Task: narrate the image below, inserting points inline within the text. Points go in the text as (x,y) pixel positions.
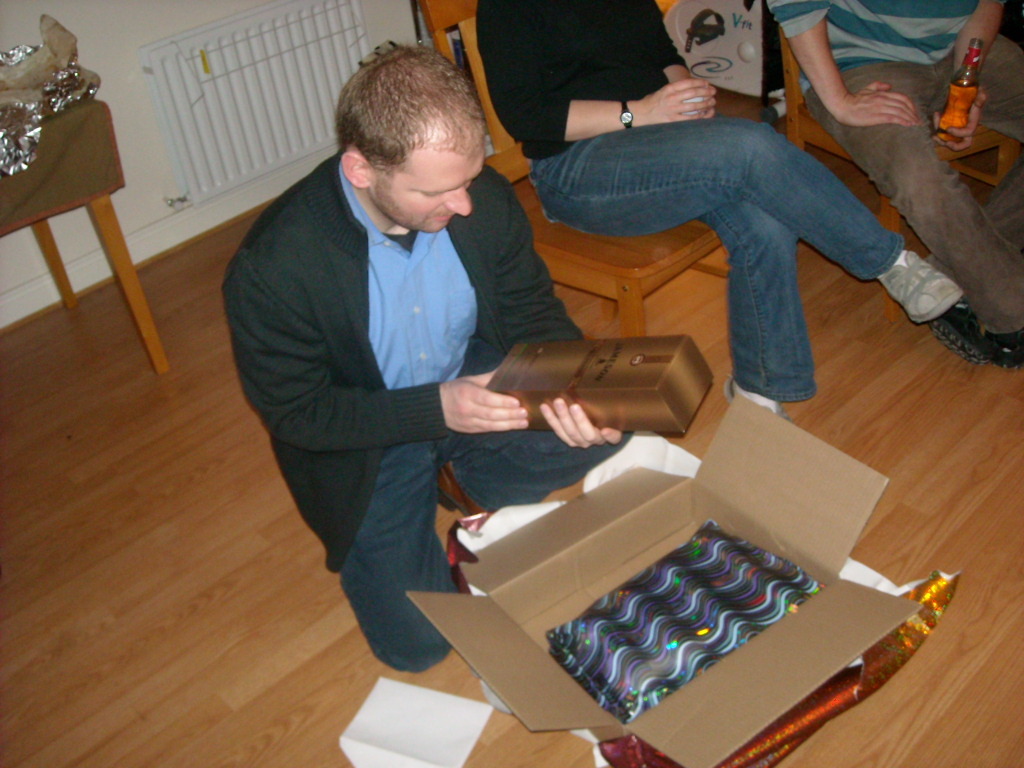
These persons (337,315) are sitting. We can see chairs (812,143). This person (940,112) holding bottle (957,112). This person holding box (653,410). We can see cardboard box (790,622) on the floor (878,465). On the background (141,19) we can see wall (144,13).
